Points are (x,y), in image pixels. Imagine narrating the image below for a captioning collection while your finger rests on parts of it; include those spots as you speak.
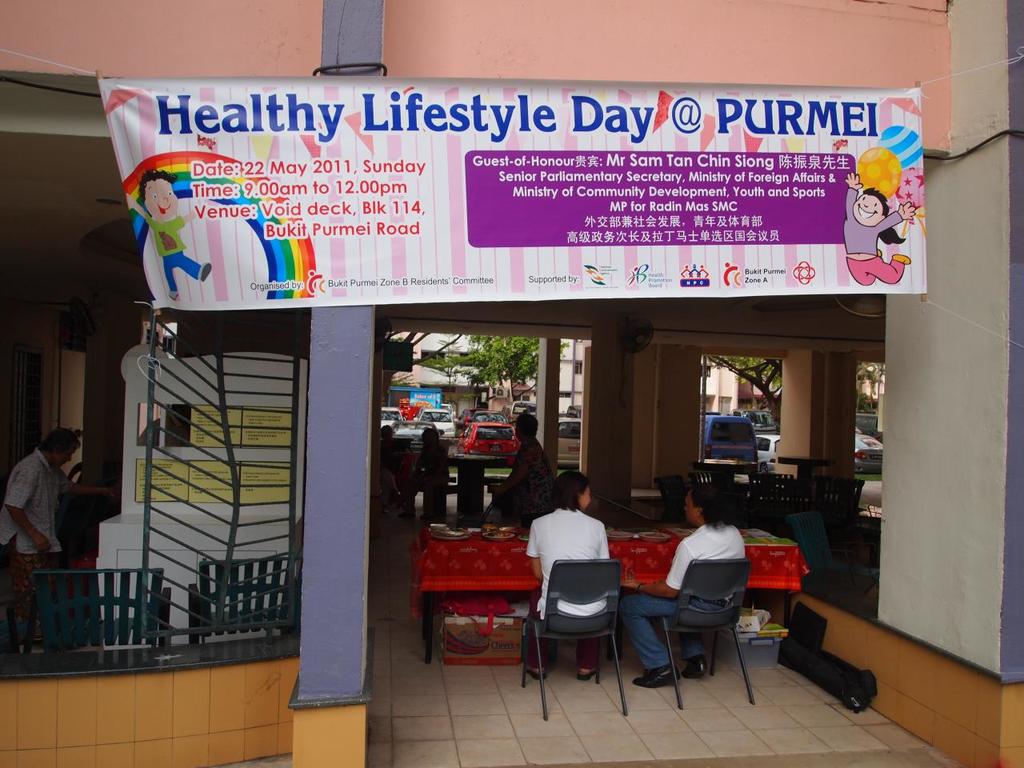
In this image, There is a floor (460,751) which is in white color, There is a table (776,547) which is covered by a red color cloth (763,549) and there are some people (629,587) sitting on the chairs (594,567) and in the left side (243,615) there is fence (254,594) in gray color, In the top (208,213) there is a poster (352,138) in white color, In the background (539,375) there is a wall (669,404) in cream color and there are some cars (733,435) and there are some trees (501,365) in green color.
